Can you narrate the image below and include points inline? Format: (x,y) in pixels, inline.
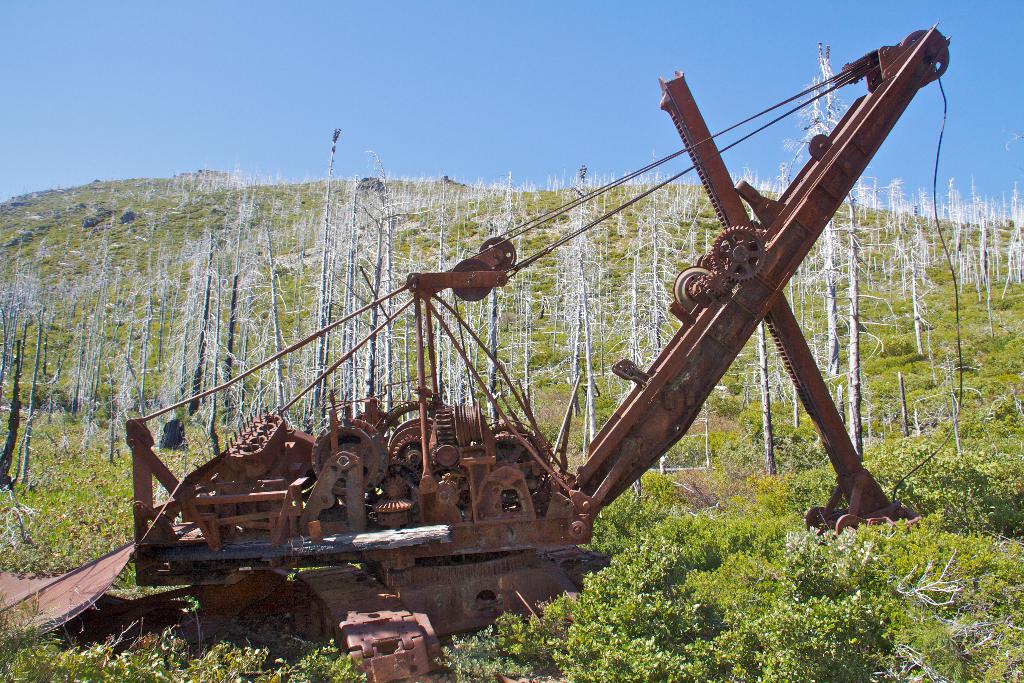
In this image I can see there is an iron machine (428,493) in the middle (499,454). At the back side (603,334) there are trees (515,231), at the top (560,83) there is the blue color sky (519,135).
